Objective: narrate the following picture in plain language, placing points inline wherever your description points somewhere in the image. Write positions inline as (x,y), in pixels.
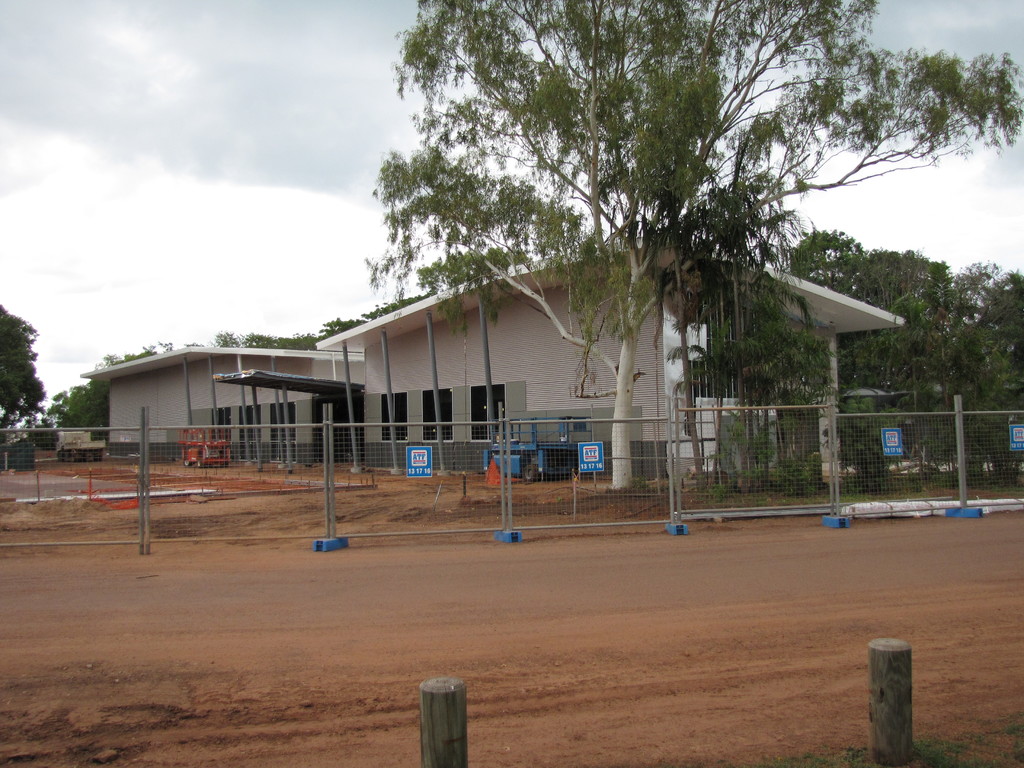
In this image at the bottom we can see wooden poles (461,757) on the ground (478,687) and there are small boards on the fences (416,532). In the background (710,436) there are trees (628,429), buildings (323,388), poles (254,423), vehicles (189,449) on the road (536,575) and clouds (36,135) in the sky (286,283).
